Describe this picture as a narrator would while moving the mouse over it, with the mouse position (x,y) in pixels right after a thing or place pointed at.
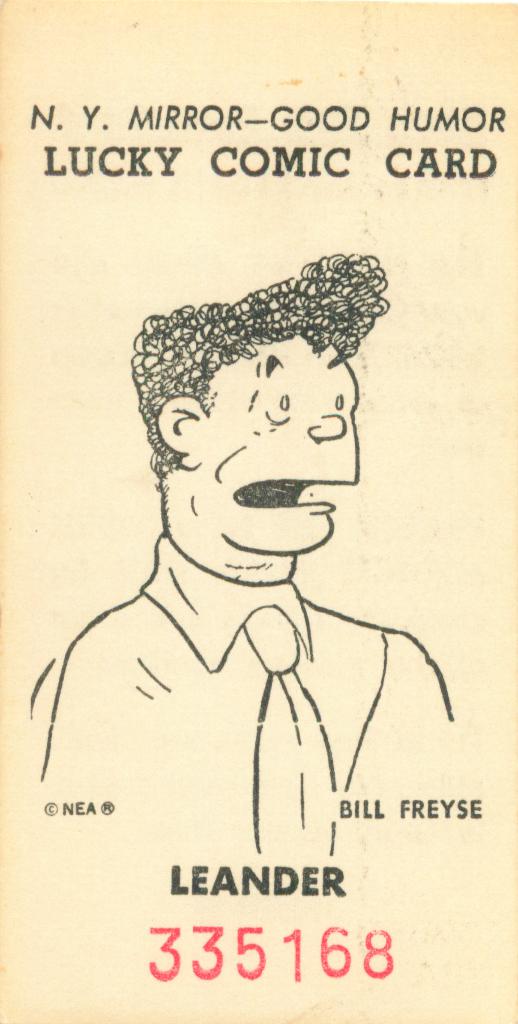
In the center of the image (298,548) we can see drawing (238,680) of the person (389,680). At the top (47,128) and bottom of the image (347,966) we can see text (165,975).
